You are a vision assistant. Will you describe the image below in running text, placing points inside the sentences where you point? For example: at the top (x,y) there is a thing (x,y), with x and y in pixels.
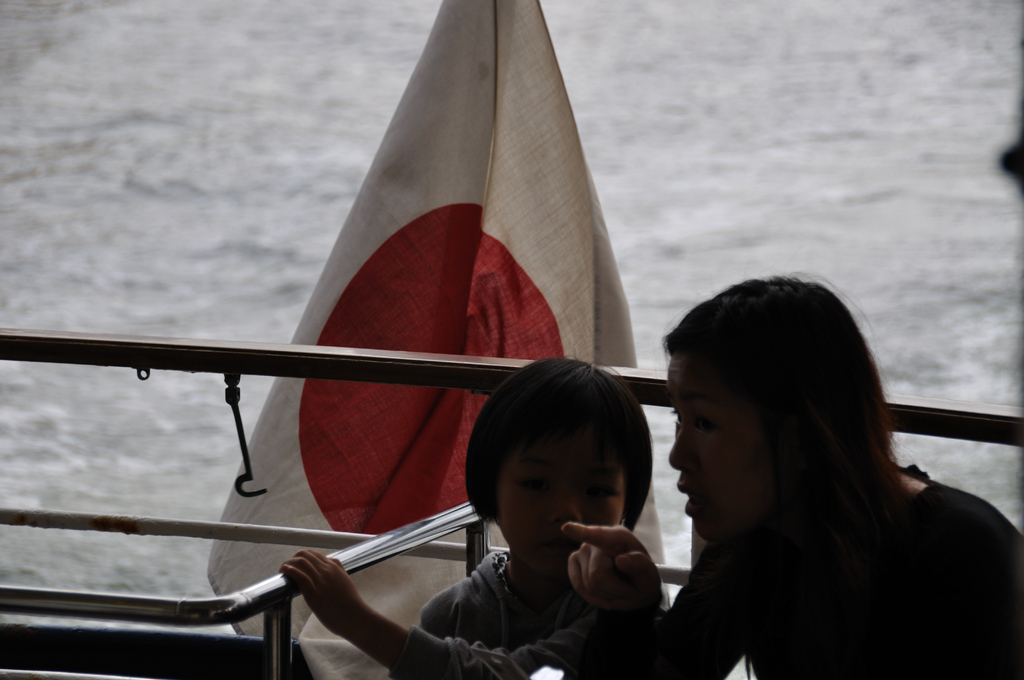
In this image we can see an object (262,586) which looks like a boat (478,554), in the boat (404,542) we can see two persons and a flag (487,171), in the background (805,188) we can see the water (810,182).
